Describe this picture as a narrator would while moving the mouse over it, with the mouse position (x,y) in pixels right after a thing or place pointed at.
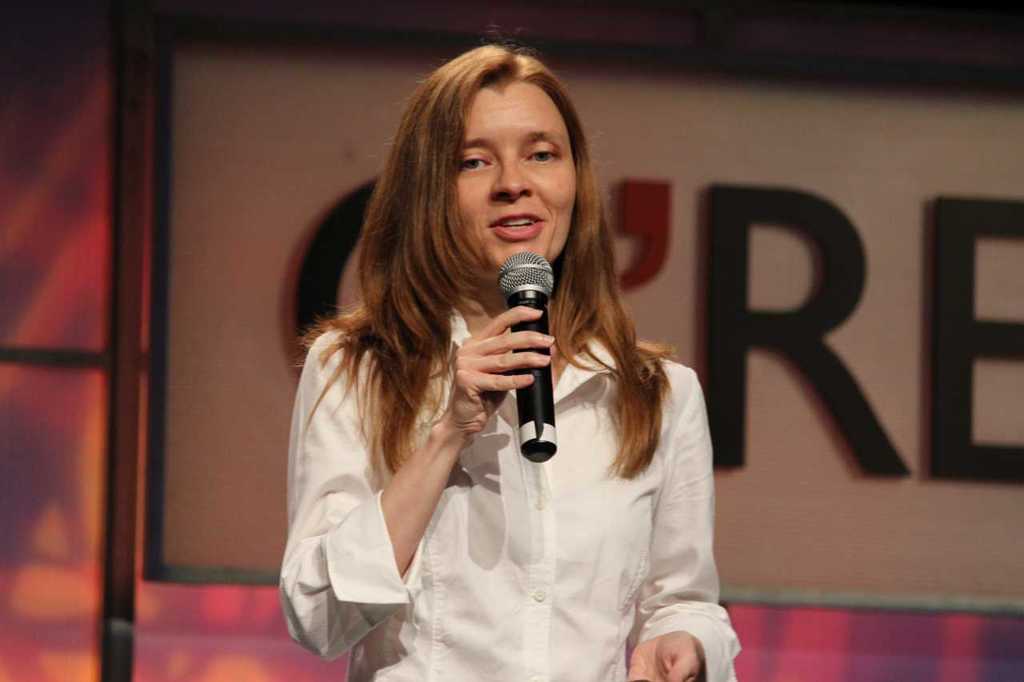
In this picture there is a lady (422,367) in the center of the image (543,315), by holding a mic (512,262) in her hand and there is a poster (772,519) in the background area of the image (617,193).
